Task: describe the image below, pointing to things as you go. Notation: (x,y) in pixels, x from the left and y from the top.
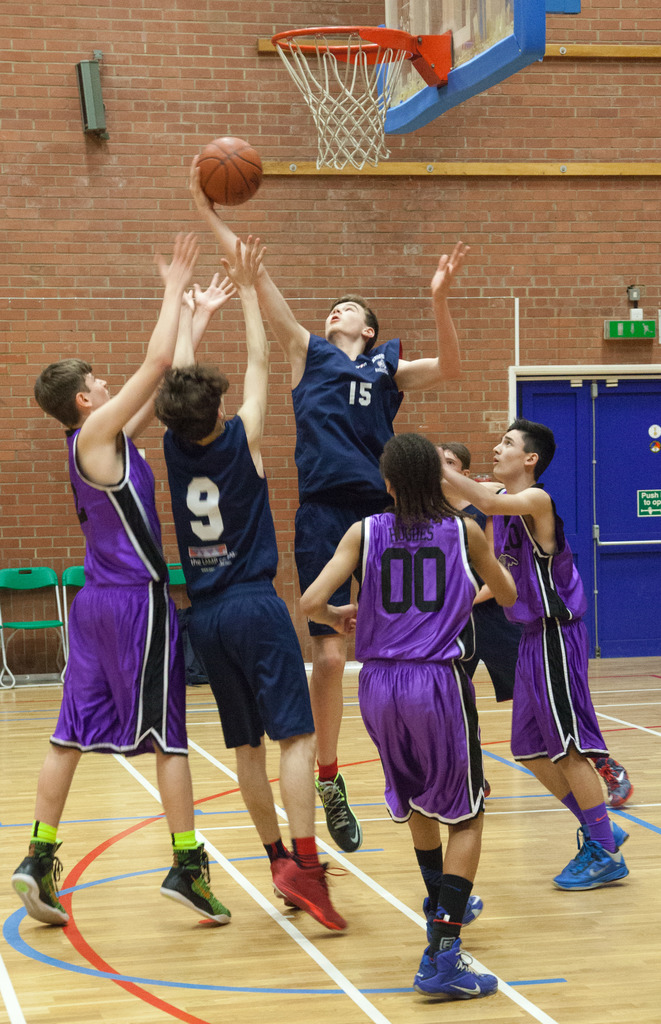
In this image we can see group of people (220,480) standing on the floor (538,979). three persons (583,679) wearing violet colored dress (467,622). One person (384,423) is holding a ball (253,192) in his hand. In the background (433,59), we can see a goal post (408,59), door (580,437), a speaker (96,105) on the wall (85,330) and group of chairs (15,587).
